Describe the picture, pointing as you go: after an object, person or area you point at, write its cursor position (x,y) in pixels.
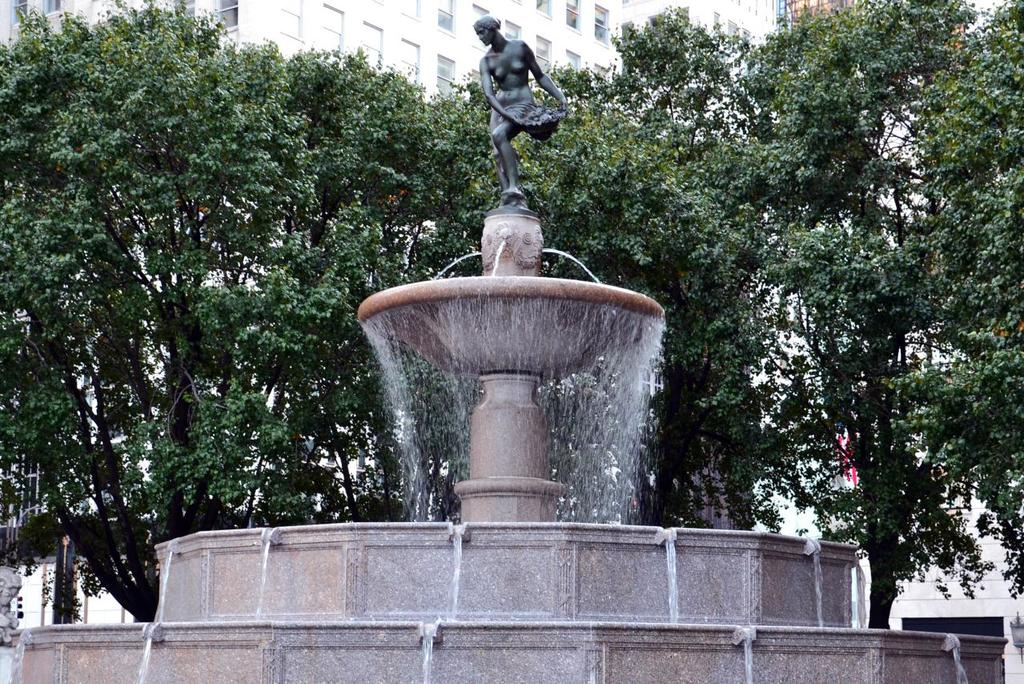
In the background (773,29) we can see a building (773,29) with windows (809,9) and trees (707,193). Here we can see a water fountain (467,334) and there is a statue (521,116) on a pedestal (505,247).
